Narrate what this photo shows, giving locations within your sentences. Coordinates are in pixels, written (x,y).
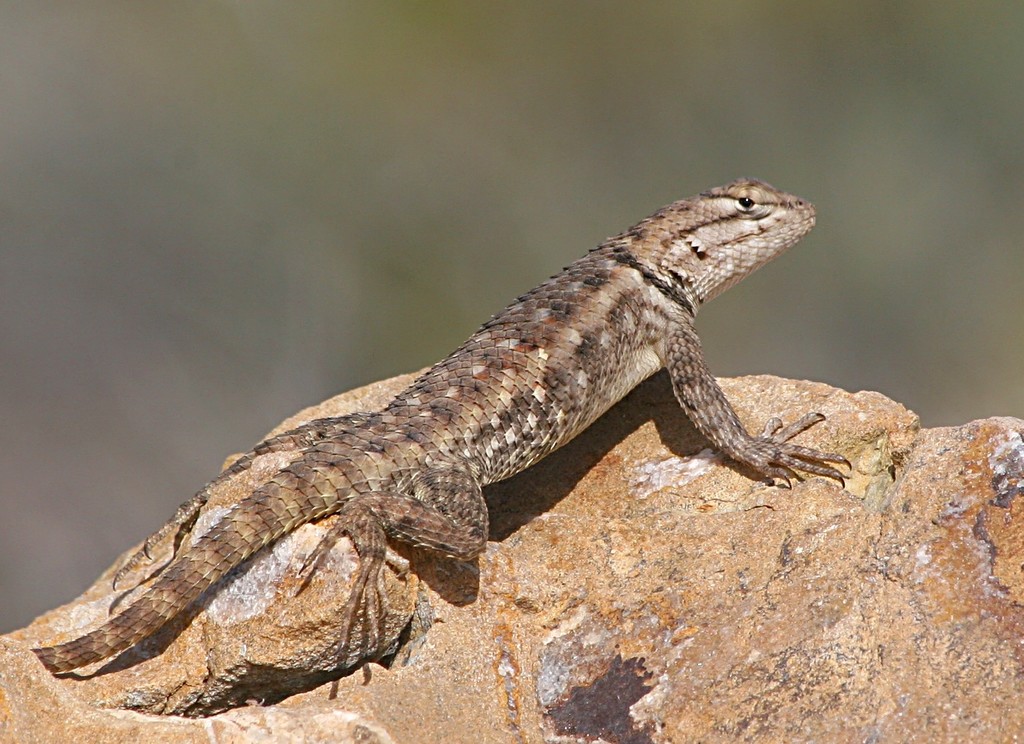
In this image we can see a lizard (603,276) on the rock (625,568). There is a blur background (77,463).
